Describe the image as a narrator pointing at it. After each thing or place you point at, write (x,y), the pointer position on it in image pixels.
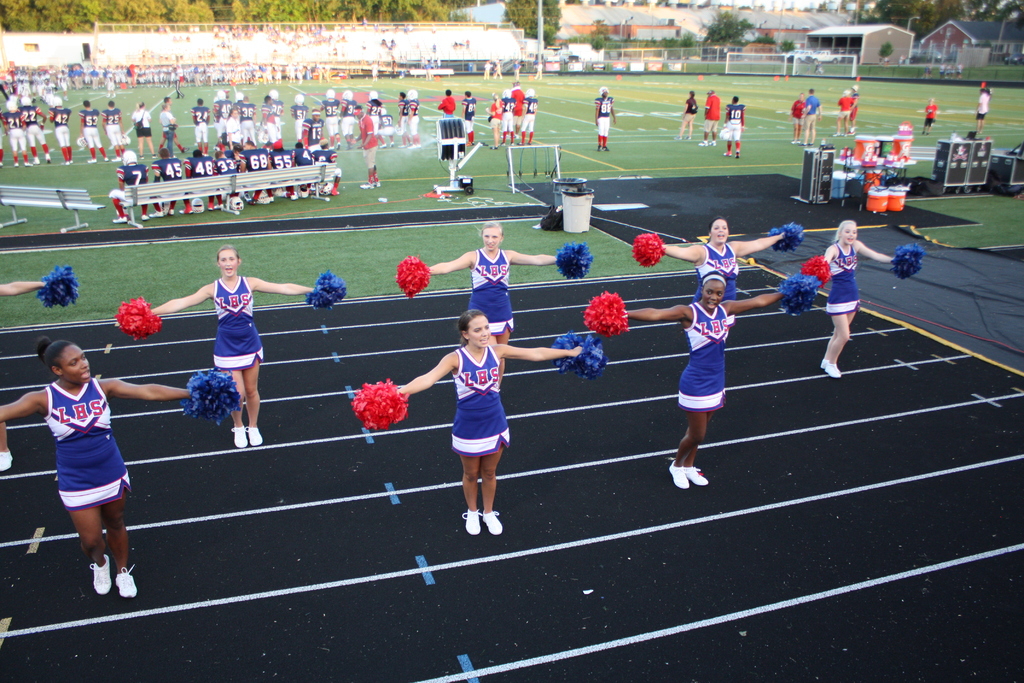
In this image there are women (715,300) standing on the road (313,516). Right side (1008,163) there are devices (818,175) and few objects (865,178). Left side (69,199) there are benches (223,182) on the grassland (262,206). People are sitting on the bench (205,194). There are people (91,127) standing on the grassland (567,121). Right side (972,54) there is a fence (873,65). Left side there is a wall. Background (658,18) there are trees (170,9) and buildings (643,10). There are dustbins (572,218) on the grassland (555,235). Behind there are objects (468,184).
